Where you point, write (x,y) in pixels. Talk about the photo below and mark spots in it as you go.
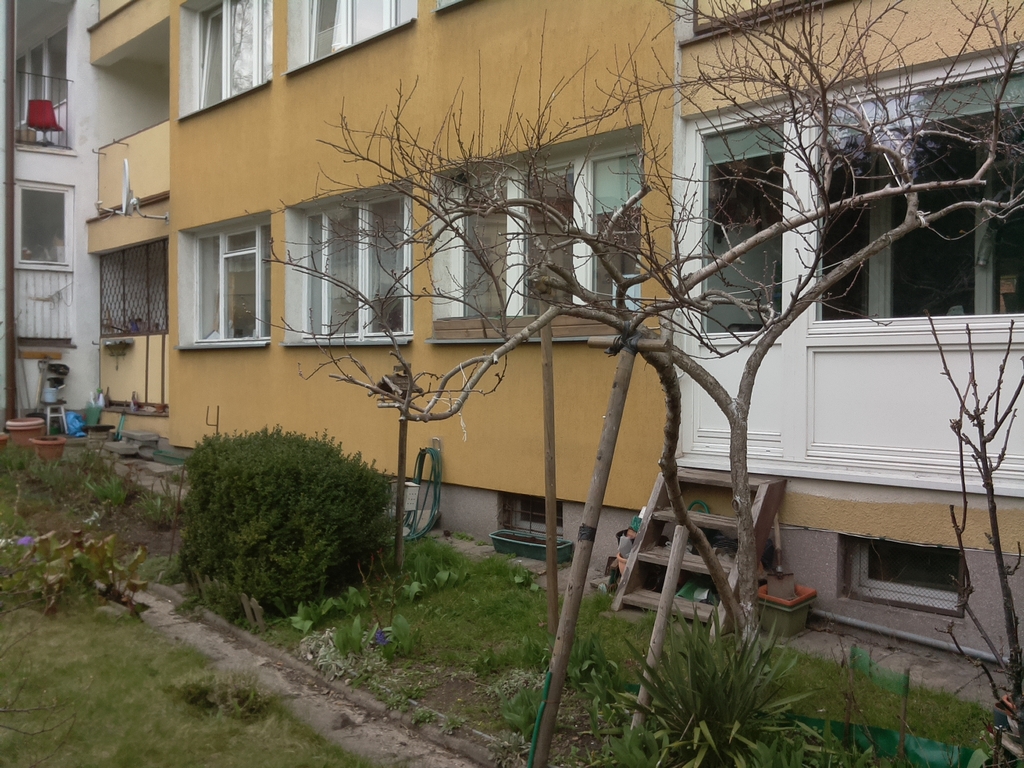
In this picture there is a yellow color building (231,404) with white window (206,293). In the front (757,574) there is a dry tree (566,305) and some small green plant (311,568) and grass (427,654). On the left side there is a white color building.
